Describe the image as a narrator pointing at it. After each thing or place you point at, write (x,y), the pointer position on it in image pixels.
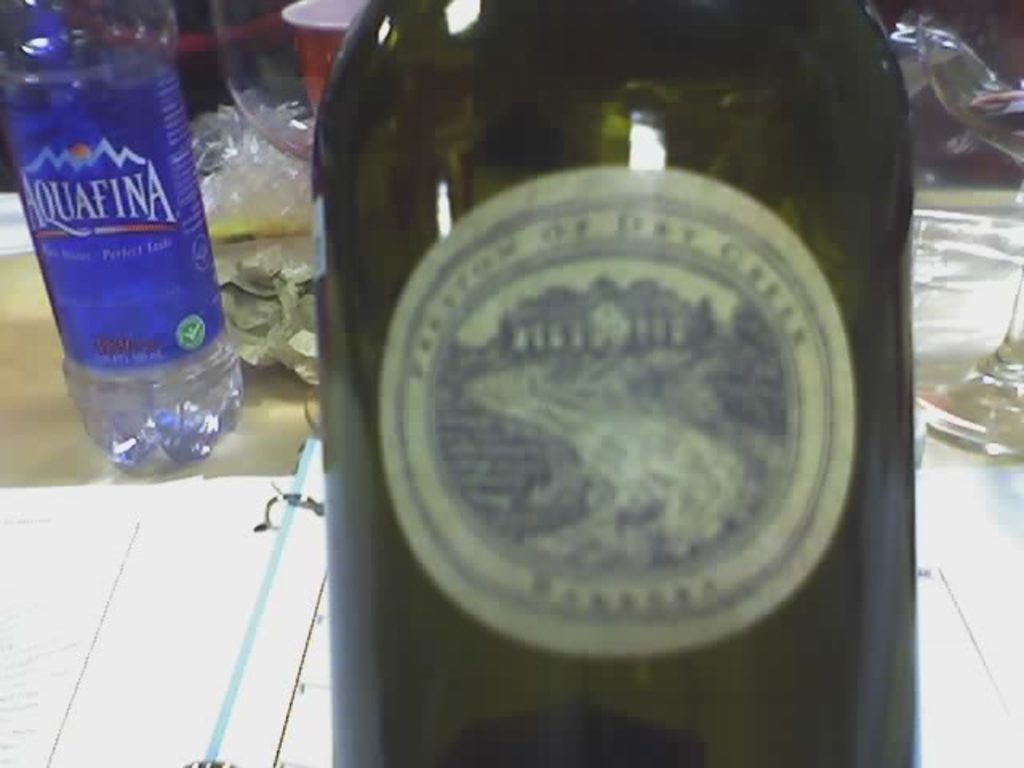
Here we can see a bottle of wine (431,392) and besides that there is a bottle of water (111,208) and there is a glass (277,80) which are all placed on a table (288,426), here we can see a file of papers (187,645).
